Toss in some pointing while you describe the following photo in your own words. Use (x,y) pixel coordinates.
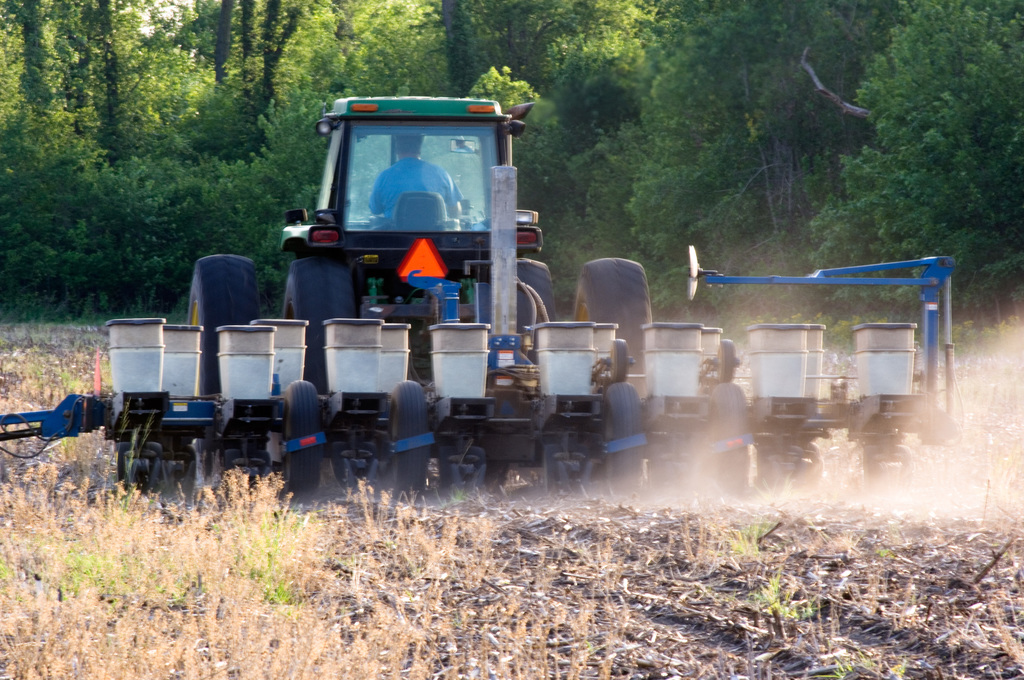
In the image in the center (426,256), we can see one tractor (456,241). In the tractor (400,225), we can see one person (394,176) is sitting. Back of the tractor (381,246), we can see containers (688,343), tires (630,343), rods (510,325) and a few other objects (483,299). In the background (46,21) we can see trees (273,37) and grass (255,672).
